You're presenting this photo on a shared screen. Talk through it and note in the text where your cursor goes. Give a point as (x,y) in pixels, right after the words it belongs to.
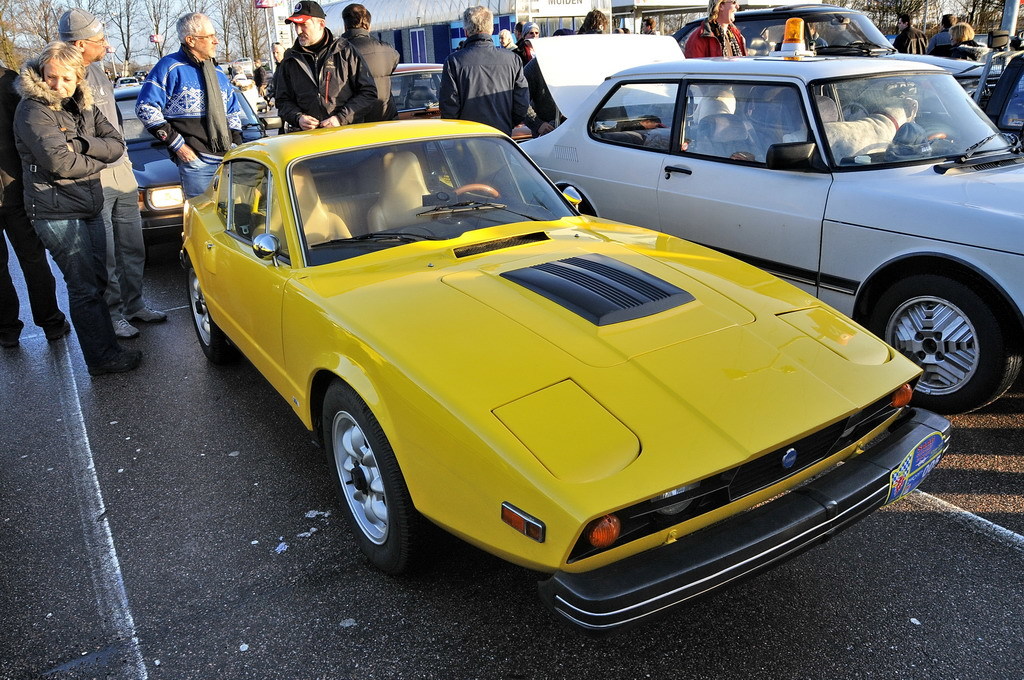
In the foreground of this picture (660,373), there are vehicles (703,338) on the road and persons (44,167) standing around vehicles (500,478). In the background (424,31), there are poles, a room (412,39), trees (149,44) and the sky (187,8).
